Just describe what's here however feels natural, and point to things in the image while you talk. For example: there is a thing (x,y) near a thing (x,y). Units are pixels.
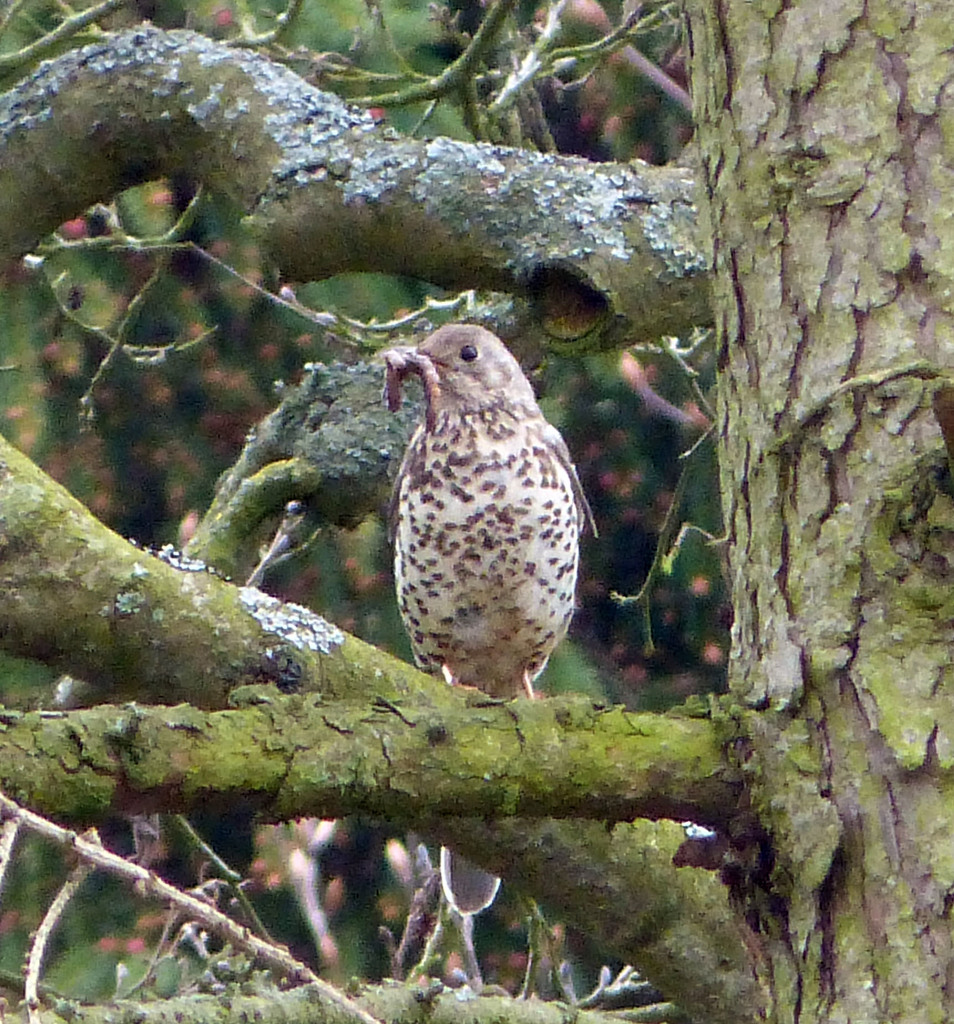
In this image I can see a tree trunk (937,799), few branches (570,259) and on the one branch (535,790) I can see a bird (435,442). I can also see this image is little bit blurry in the background (37,318).
